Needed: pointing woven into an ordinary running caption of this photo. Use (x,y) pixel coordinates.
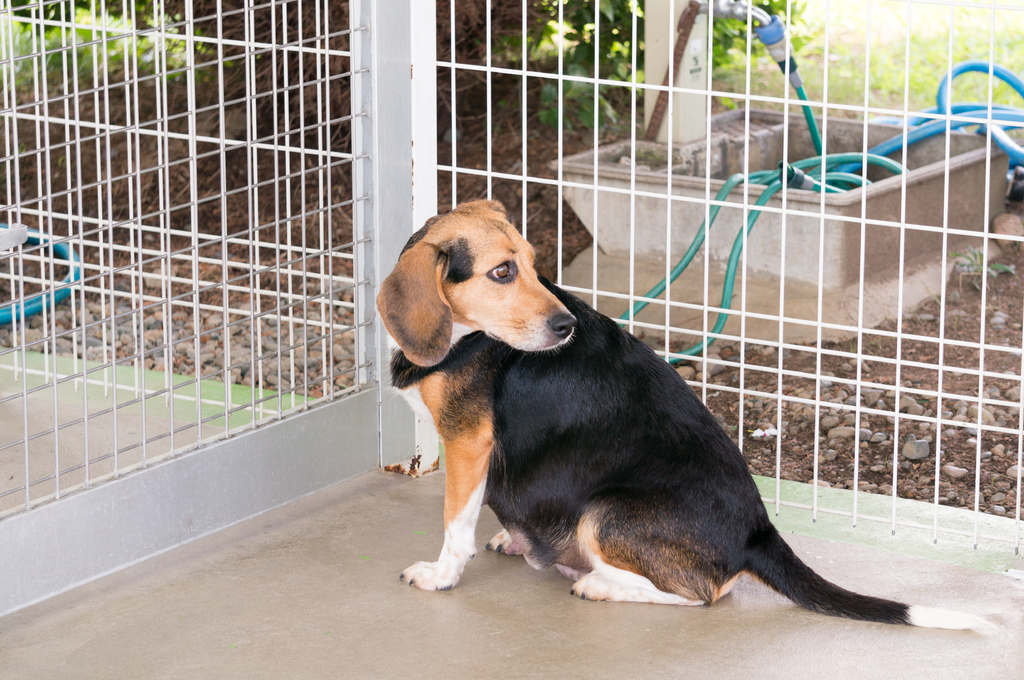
In this image I can see a dog (624,443) which is black, brown and white in color is sitting on the ground (593,603) and I can see the metal railing (706,249) around it. In the background (839,410) I can see the ground (907,403), few pipes (774,180) which are green and blue in color, few trees (605,66) which are green in color and few small stones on the ground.
